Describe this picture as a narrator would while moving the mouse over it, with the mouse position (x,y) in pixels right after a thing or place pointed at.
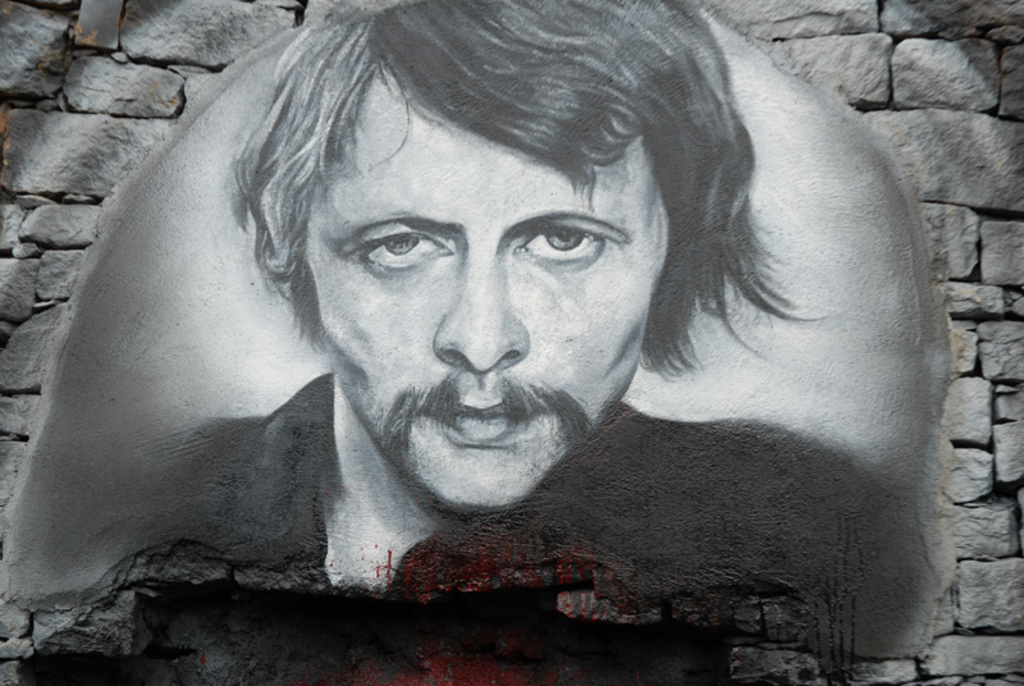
In this image there is a painting (364,411) of a man (461,352) in the middle (437,295). There is a stone wall (85,167) around the painting (728,306).
